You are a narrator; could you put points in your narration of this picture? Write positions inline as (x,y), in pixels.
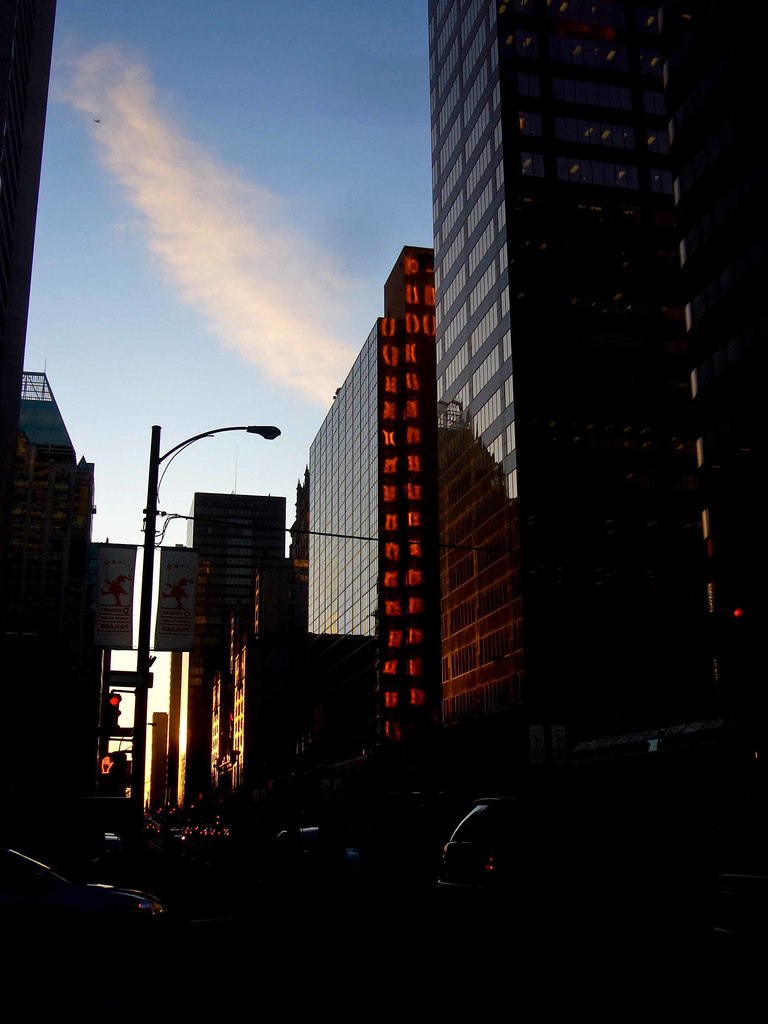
In this image we can see motor vehicles (327,860) on the road (244,902), street poles (208,433), street lights (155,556), buildings (451,517), traffic poles (139,761), traffic signals (112,720) and sky (273,186) with clouds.
